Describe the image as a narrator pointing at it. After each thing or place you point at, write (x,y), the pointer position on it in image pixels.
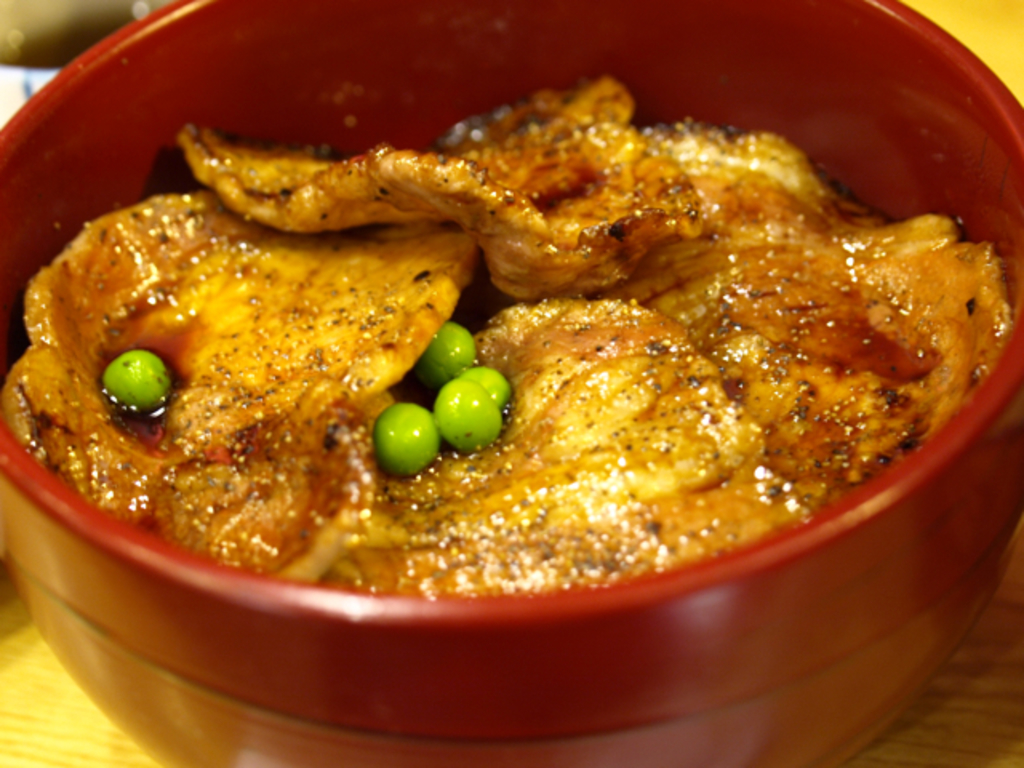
In this picture there is food (504,259) in the bowl (253,638). At the bottom (43,713) it looks like a table (58,717).
